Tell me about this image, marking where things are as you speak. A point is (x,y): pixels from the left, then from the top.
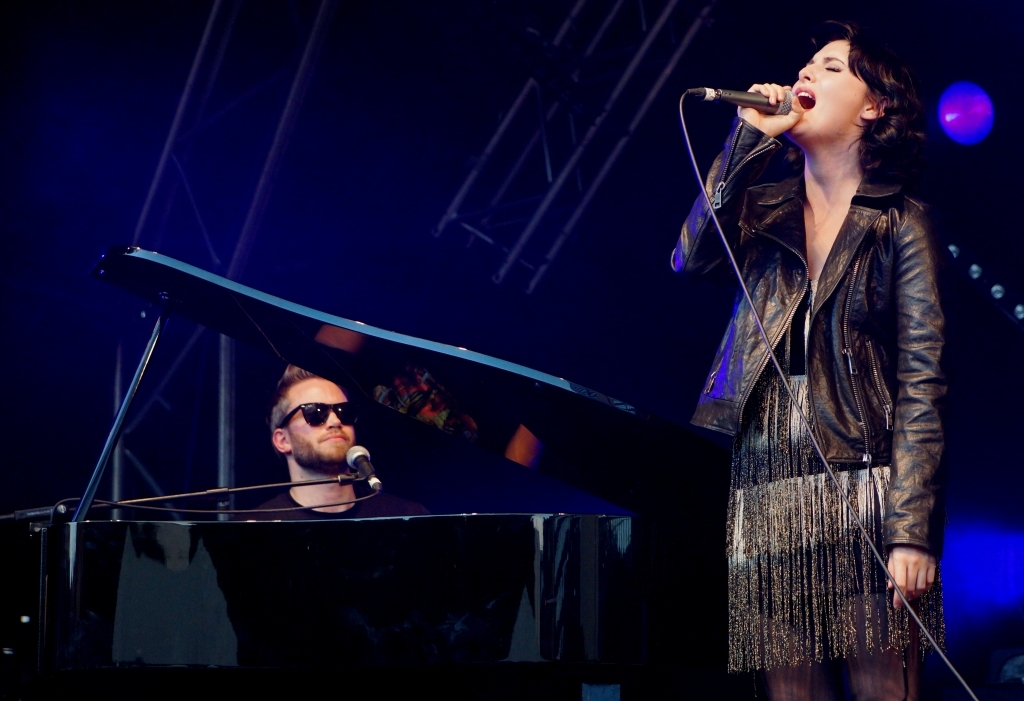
On the right side of the image (895,377) there is a lady (860,439) standing and holding a mic (767,110) in her hand (743,107). And also there is a wire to the mic (759,93). Beside her there is a man (304,430) with goggles (314,414) is sitting and in front of him there is a stand (265,485) with mic (353,453). In front of him there is a musical instrument (365,350). In the background (283,135) there are lights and also there are rods (508,192).
